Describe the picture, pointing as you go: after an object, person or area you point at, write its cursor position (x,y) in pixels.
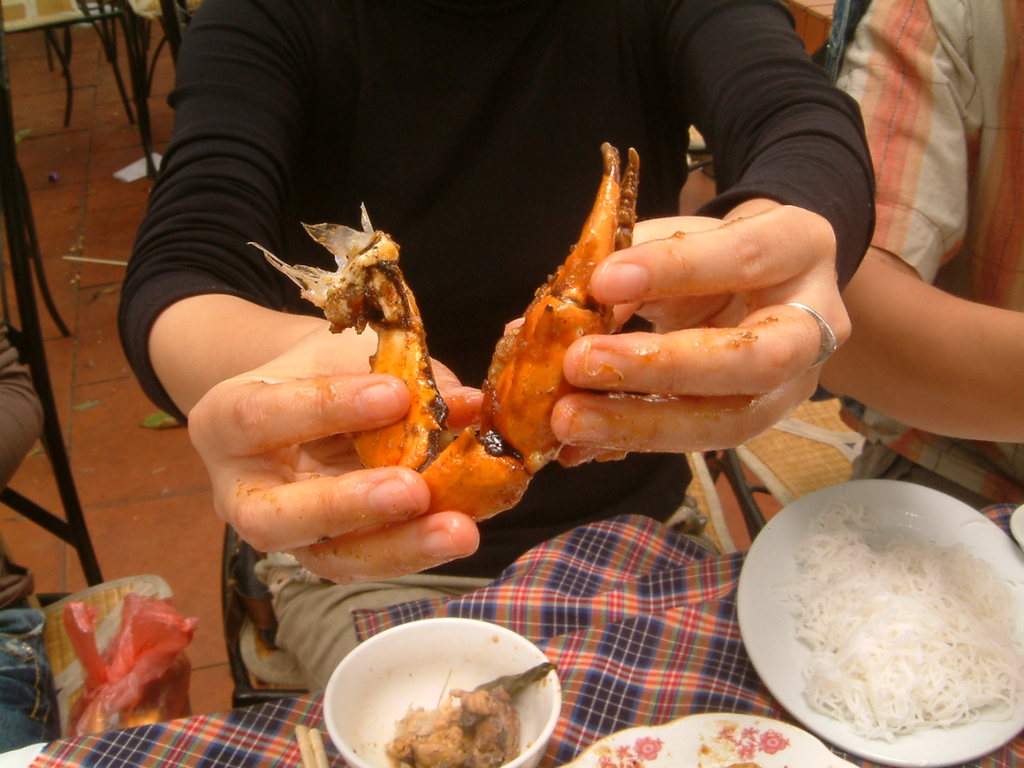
In this image, we can see people (506,288) sitting on the chairs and one of them is holding a crab claw (404,443) in his hands (469,415) and there are plates (659,741) and bowl (462,654) containing food items (494,737) and a cloth (218,736) are on the table (246,740). In the background (157,588), we can see some objects (122,621), chairs (138,35) and there are tables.
